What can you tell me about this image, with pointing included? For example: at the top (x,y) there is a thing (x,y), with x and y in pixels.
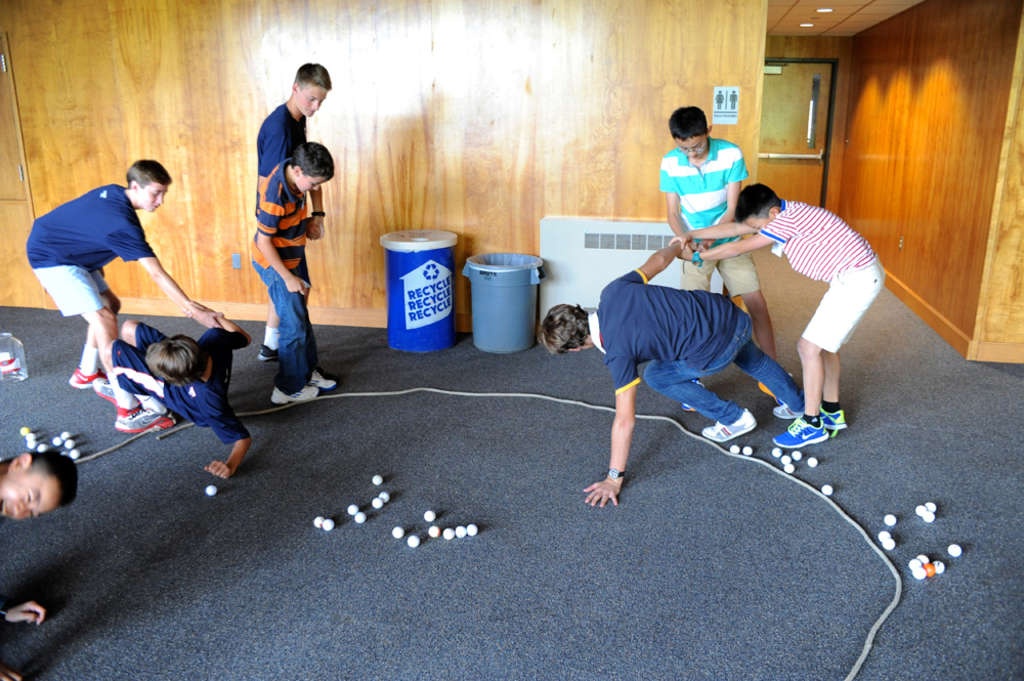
In this image there are few boys (321,223) standing on the floor (668,430) and holding the hand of the other persons (690,347). There are few dustbins (432,333), ropes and few balls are on the floor (483,563). Behind dustbins (541,272) there is wooden wall (539,113). There is a door (778,106) to the wall (888,103). There is a poster (736,103) attached to the wall (788,39). Few lights (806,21) are attached to the roof (830,21).
